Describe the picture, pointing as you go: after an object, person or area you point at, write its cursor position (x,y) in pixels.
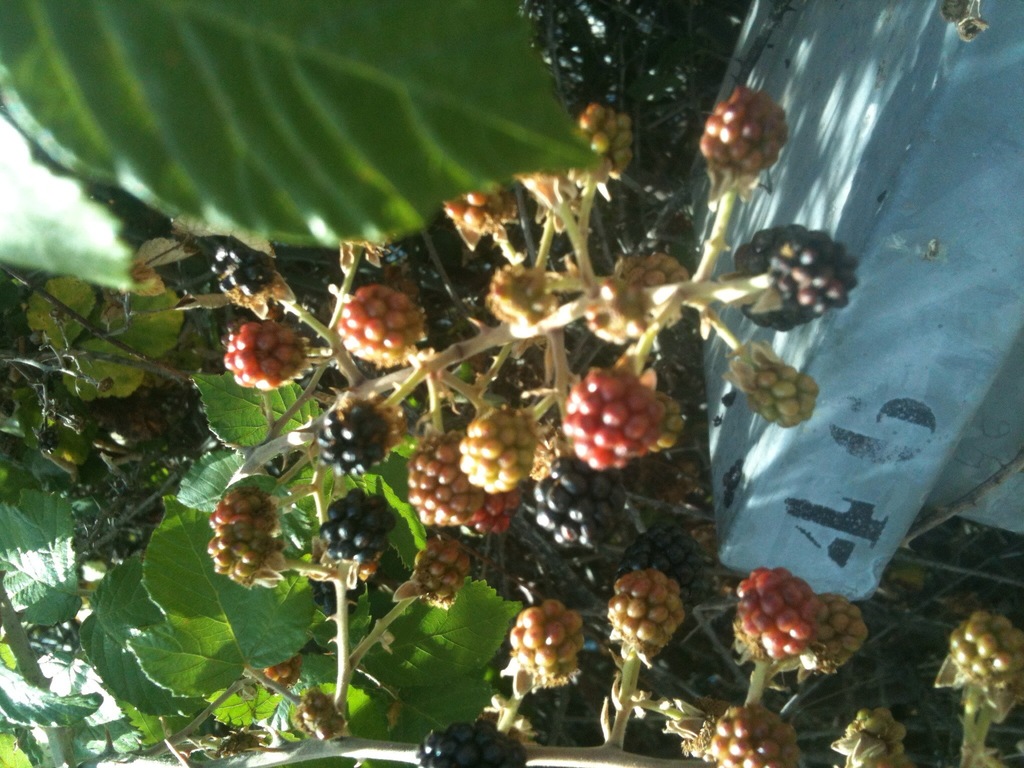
In this picture I can see a plant (774,397) with berries (774,397), and this is looking like a wall (874,500).
